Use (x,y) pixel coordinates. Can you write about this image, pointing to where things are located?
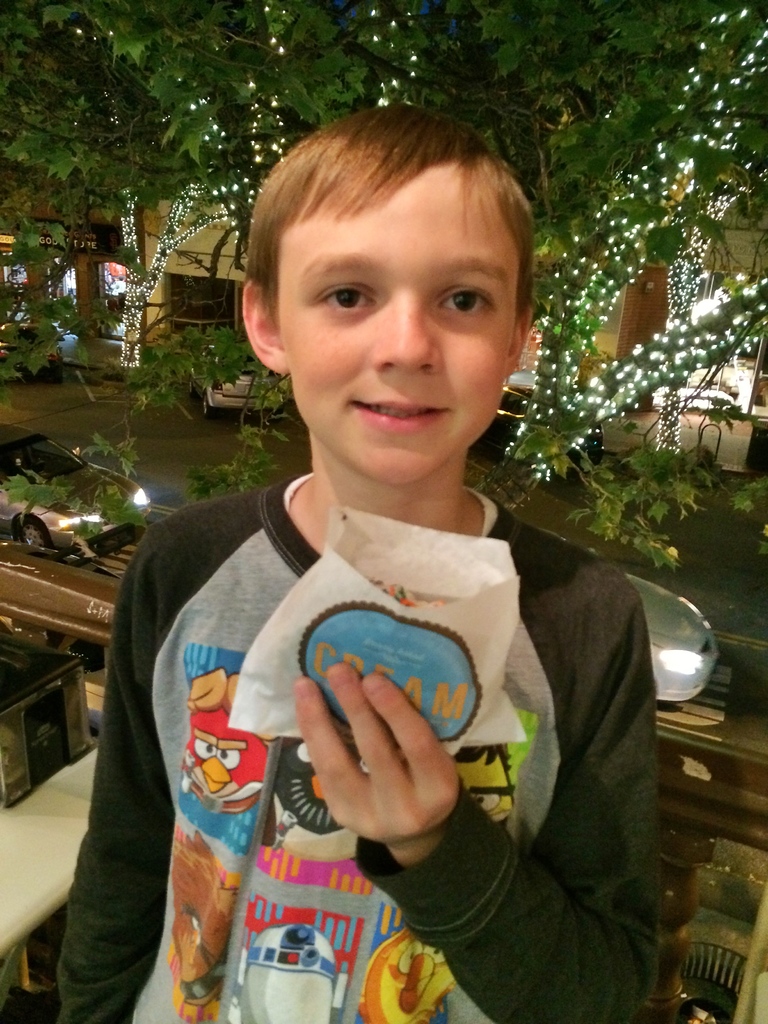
In this picture I can see a boy (112,944) standing and holding an object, there are vehicles (27,372) on the road (760,593), and in the background (763,490) there are buildings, lights (718,131) and trees (708,161).
